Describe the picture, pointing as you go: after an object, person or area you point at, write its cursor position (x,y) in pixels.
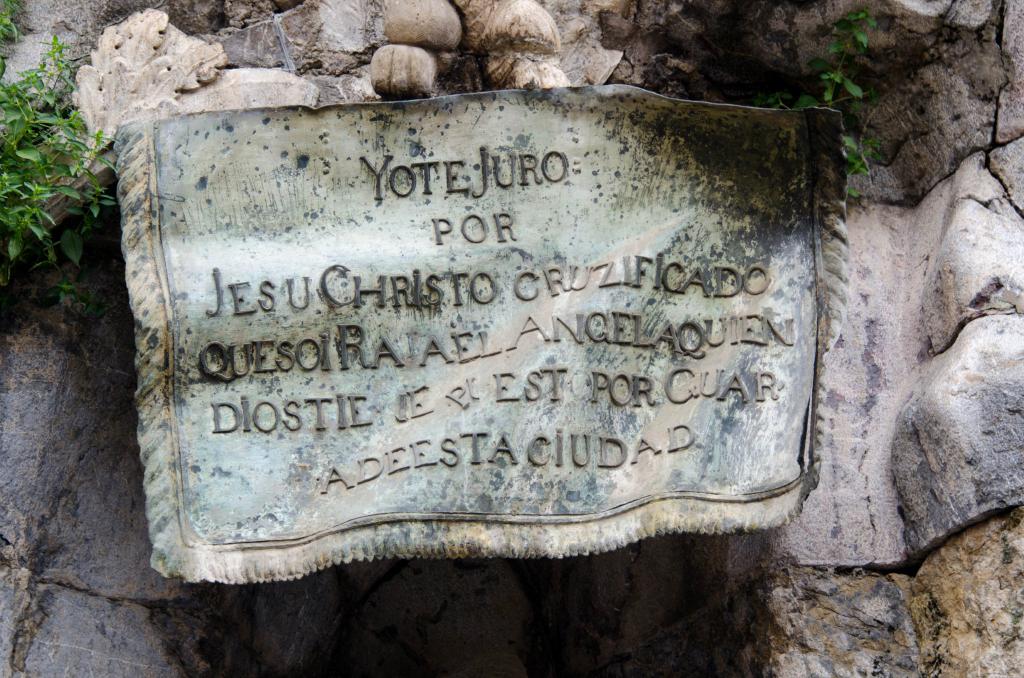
In this image, we can see few plants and rocks (947,19). Here we can see some text (319,398).
